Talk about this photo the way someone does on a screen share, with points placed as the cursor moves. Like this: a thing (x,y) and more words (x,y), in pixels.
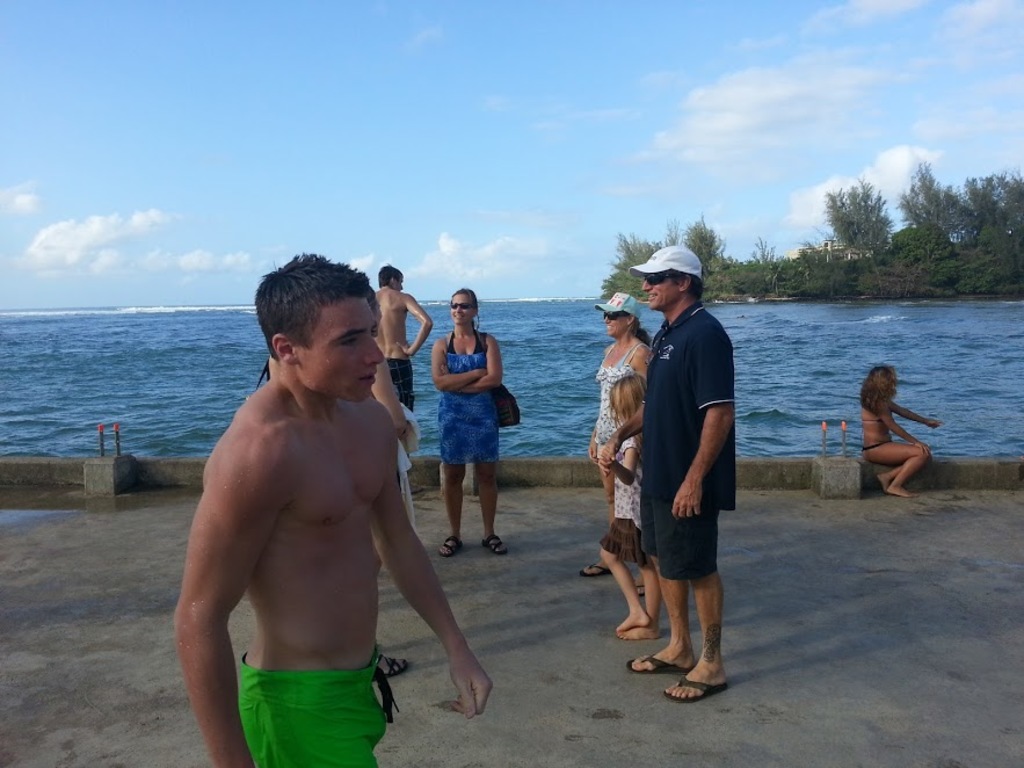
This picture shows few people (495,355) standing and a couple of them (610,346) wore caps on their heads (652,287) and we see a woman (886,409) seated and we see few of them (480,336) wore sunglasses (614,317) on their face (457,319) and a Woman (480,368) wore a hand bag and we see water (587,303) and a few trees (812,265) and a cloudy Sky (690,130) and we see a building (824,247).
